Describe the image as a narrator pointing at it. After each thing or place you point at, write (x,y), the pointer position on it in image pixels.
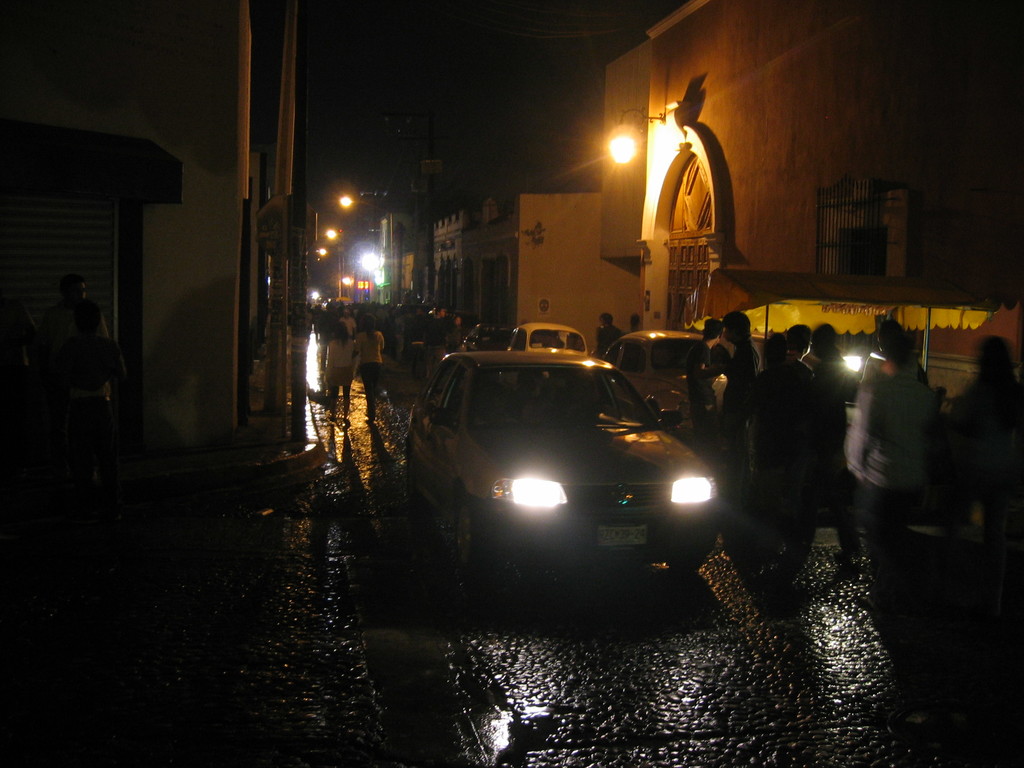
In this picture we can see a few vehicles (534,452) on the path (409,411). There are some people (352,335) on the path (444,550). We can see a stall (754,285) on the right side (860,353). There are few buildings (585,235), lights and poles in the background (623,327).
